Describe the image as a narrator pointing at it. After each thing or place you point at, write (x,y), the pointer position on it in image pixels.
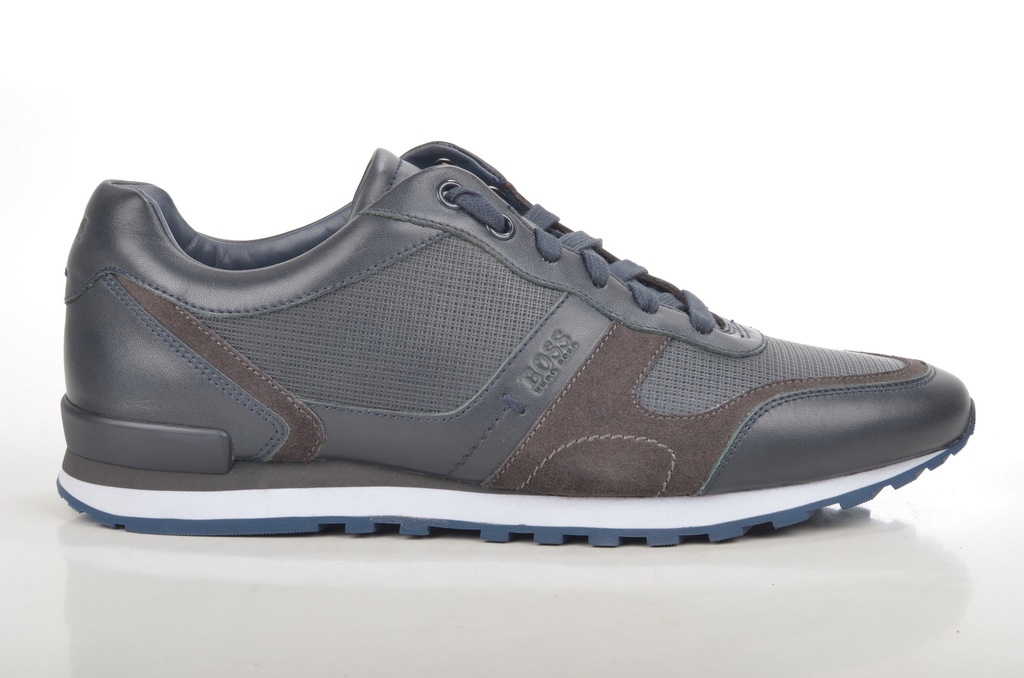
This is the image of the shoe (633,273).
